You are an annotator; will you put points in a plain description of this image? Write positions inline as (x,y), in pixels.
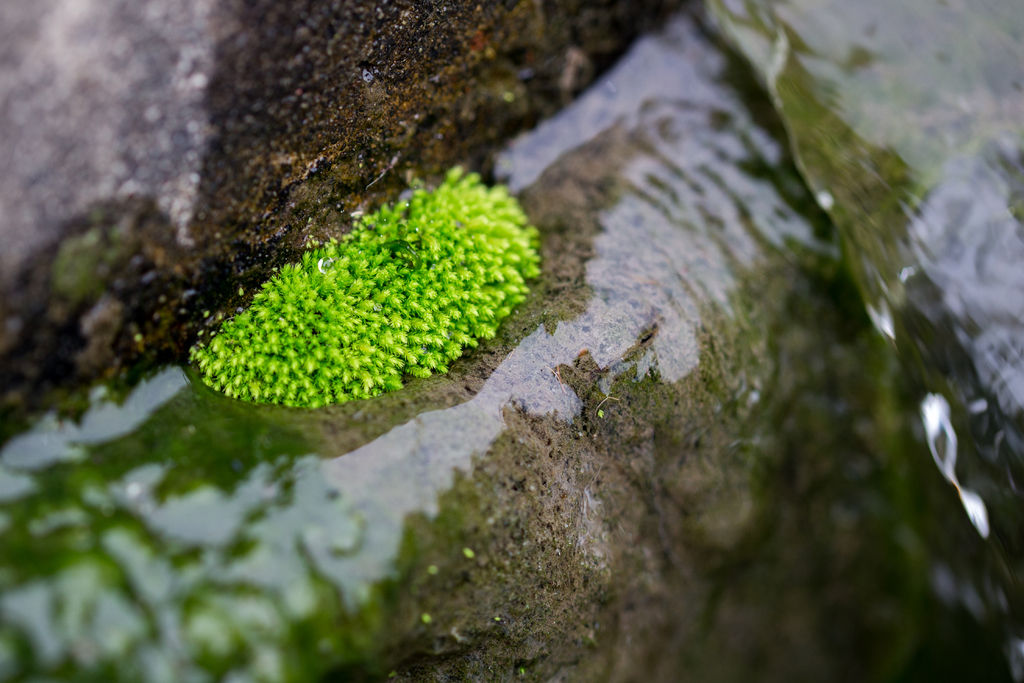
In this image, in the middle (441,295), we can see a plant (481,325) which is in the water (453,500). In the background (422,71), we can see some rocks (94,203).
